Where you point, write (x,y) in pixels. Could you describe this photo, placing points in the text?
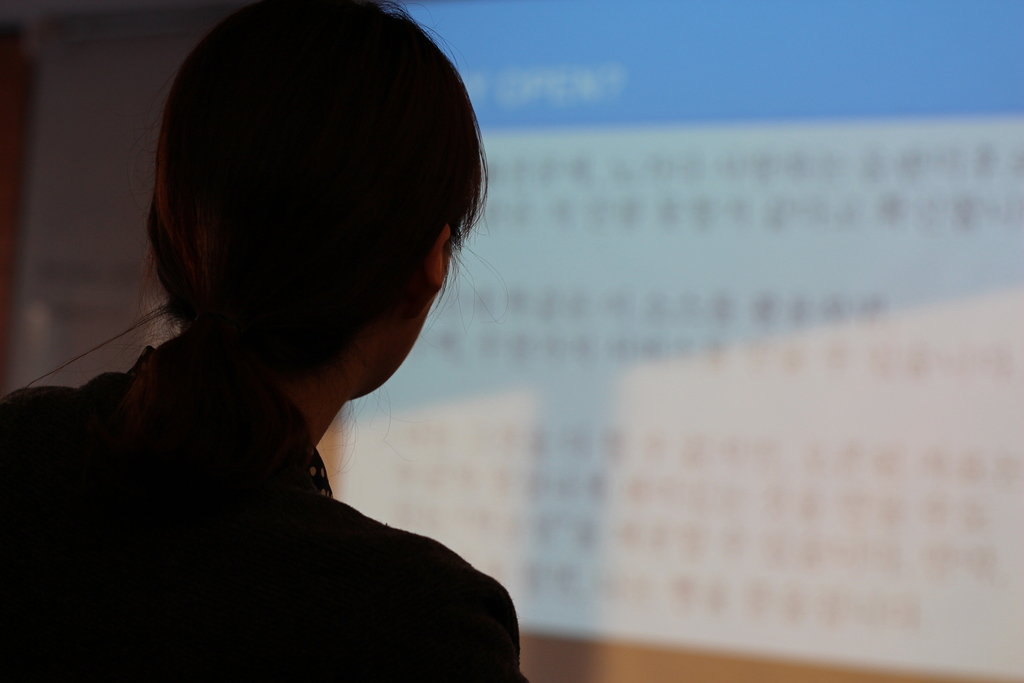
In the foreground of this picture (265,436), we see a woman (288,353) in black dress (419,600). In the background (633,270), we see screen (678,284) and the wall (90,179).
